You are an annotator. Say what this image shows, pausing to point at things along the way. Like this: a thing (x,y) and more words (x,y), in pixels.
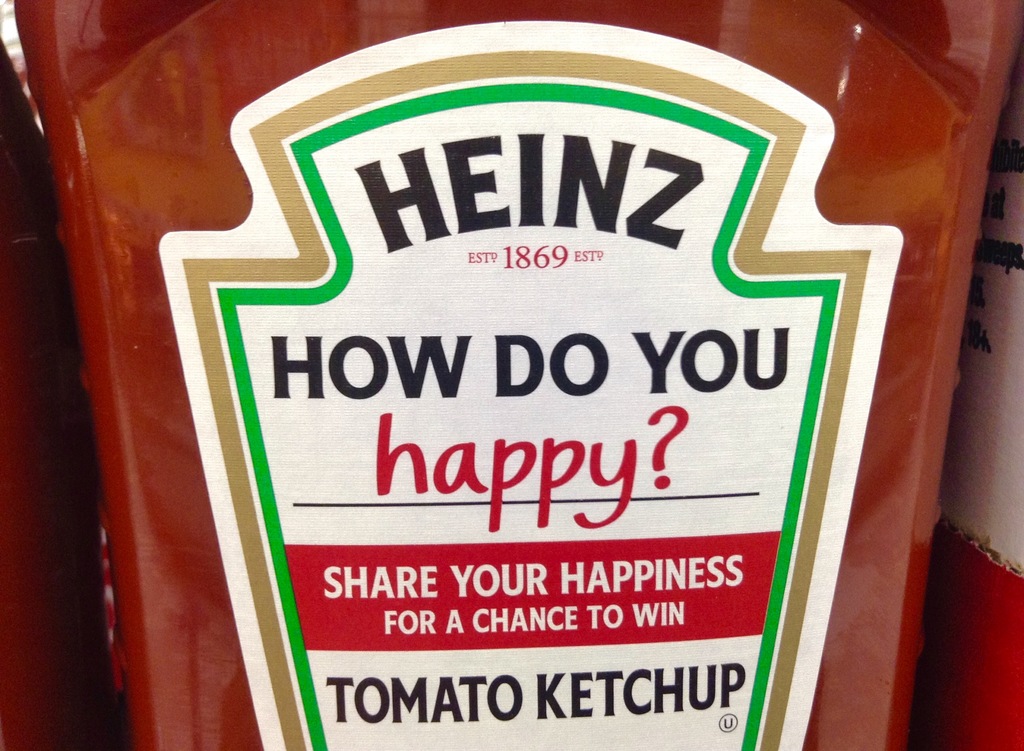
This is a tomato ketchup bottle (901,533). There is a sticker (440,256) on the tomato ketchup bottle (620,371). It is written how do you happy.
